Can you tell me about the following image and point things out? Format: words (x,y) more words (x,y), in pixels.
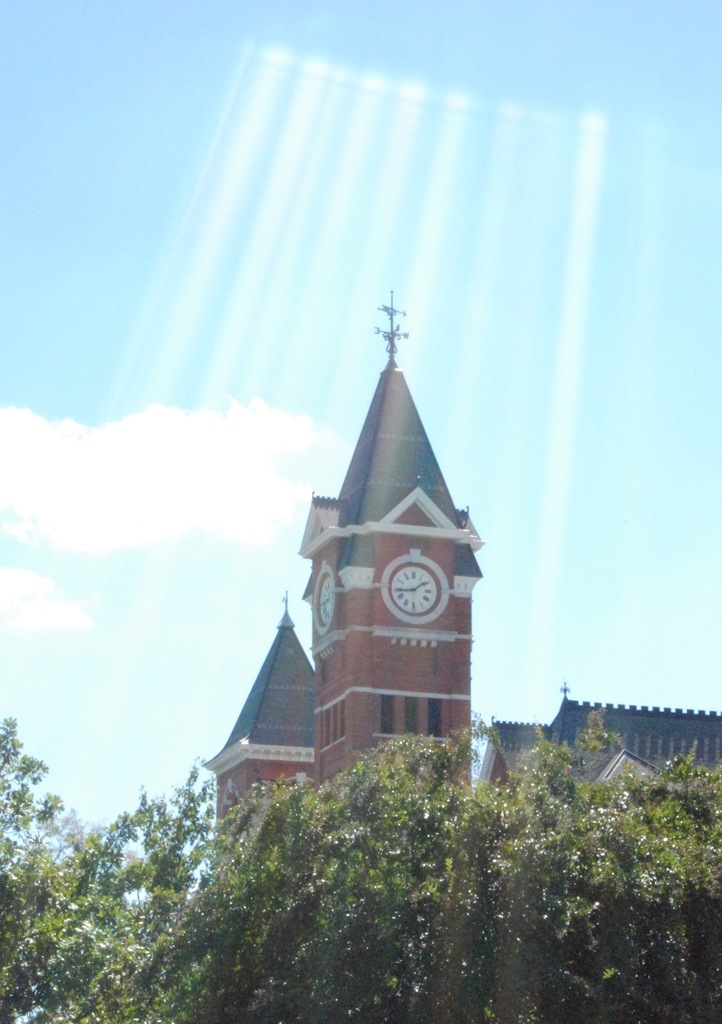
In this image we can see buildings (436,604) and a building (421,598) with clock (419,582), there are trees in front of the building (368,704) and sky (268,308) with clouds (108,423) in the background (301,364).
